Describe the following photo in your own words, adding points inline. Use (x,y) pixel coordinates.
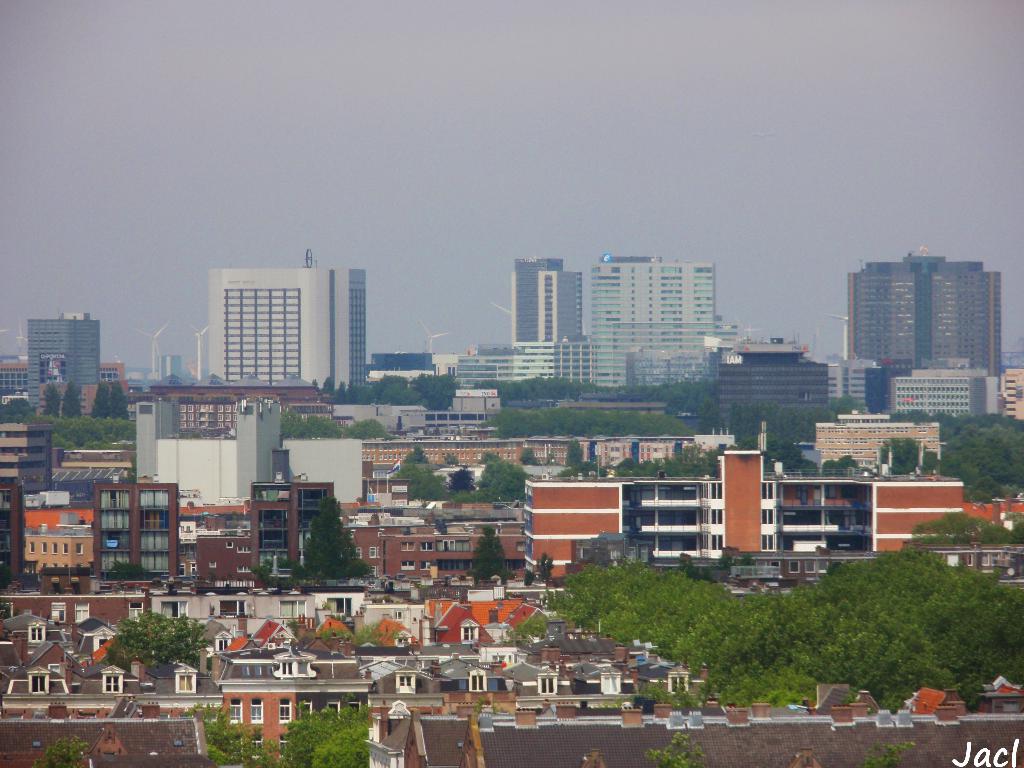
In this image we can see the view of the city (382,442), where there are so many buildings (226,461) one beside the other in the middle (464,509). On the right side (818,639) bottom there are trees (595,604) beside the buildings (508,566). At the top (545,78) there is the sky (545,78).
